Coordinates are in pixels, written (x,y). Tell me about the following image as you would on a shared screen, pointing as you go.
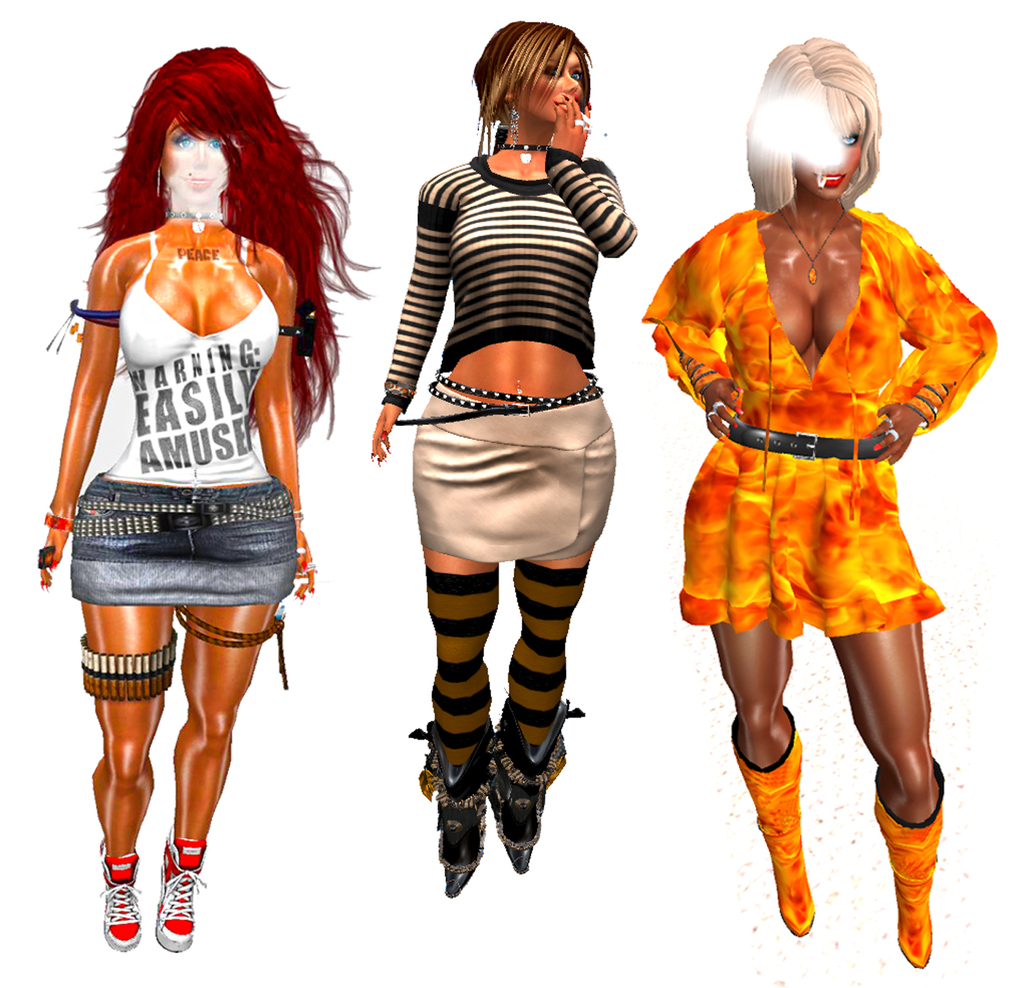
In this image I can see three animated people (324,233) and wearing different color dress (497,485). Background (623,358) is in white color.
